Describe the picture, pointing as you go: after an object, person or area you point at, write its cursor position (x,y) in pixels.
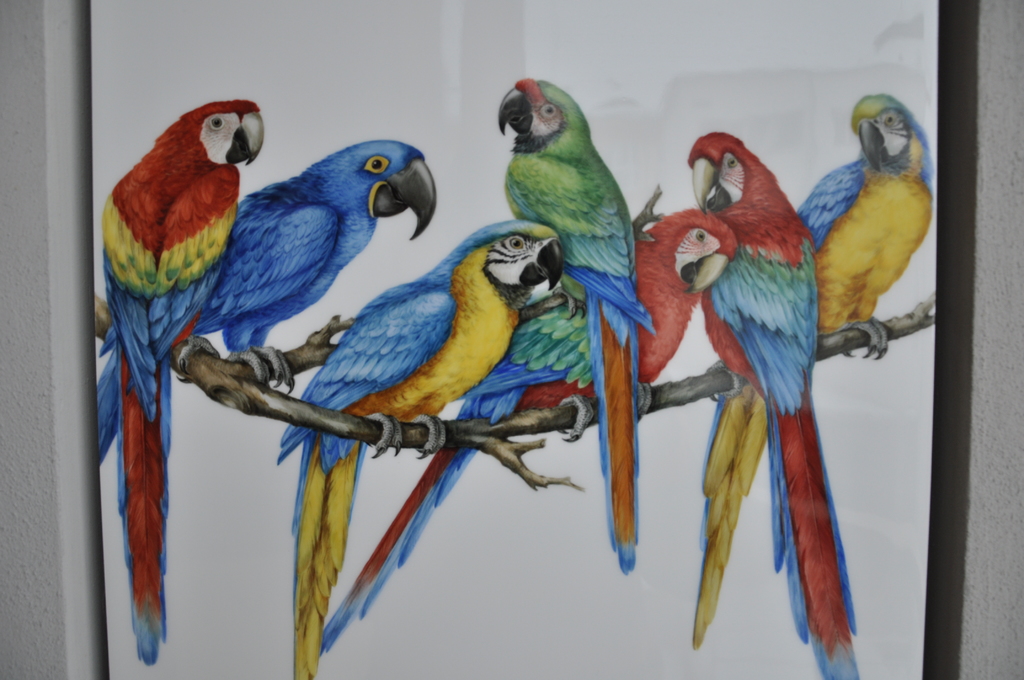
In this picture we can see a board (568,584) and on the board (577,565) there is painting (198,193) of birds (480,271) and on the left (2,84) and right side of the board (579,587) there are walls (6,515).
